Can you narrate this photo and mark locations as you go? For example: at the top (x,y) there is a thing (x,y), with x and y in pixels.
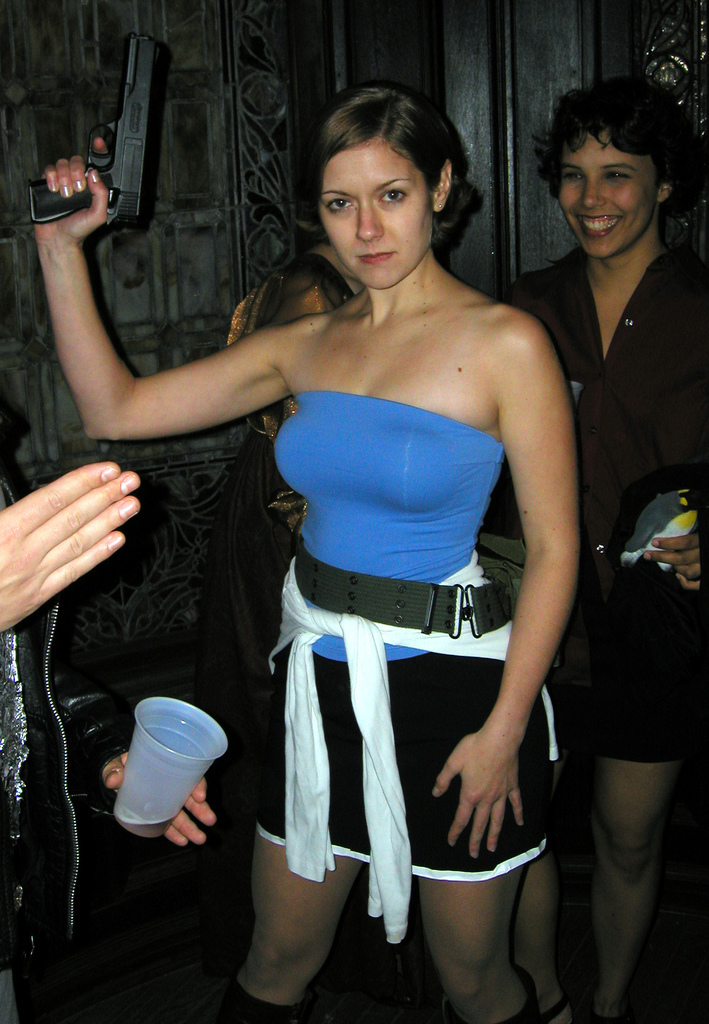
In this image I can see a person (456,635) holding a gun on her hand (74,159), on the left side (133,488) I can see a person (130,475) holding a glass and in the background (637,203) I can see a woman (588,156) wearing a black color skirt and she is smiling I can see the wall (102,57) beside her.
